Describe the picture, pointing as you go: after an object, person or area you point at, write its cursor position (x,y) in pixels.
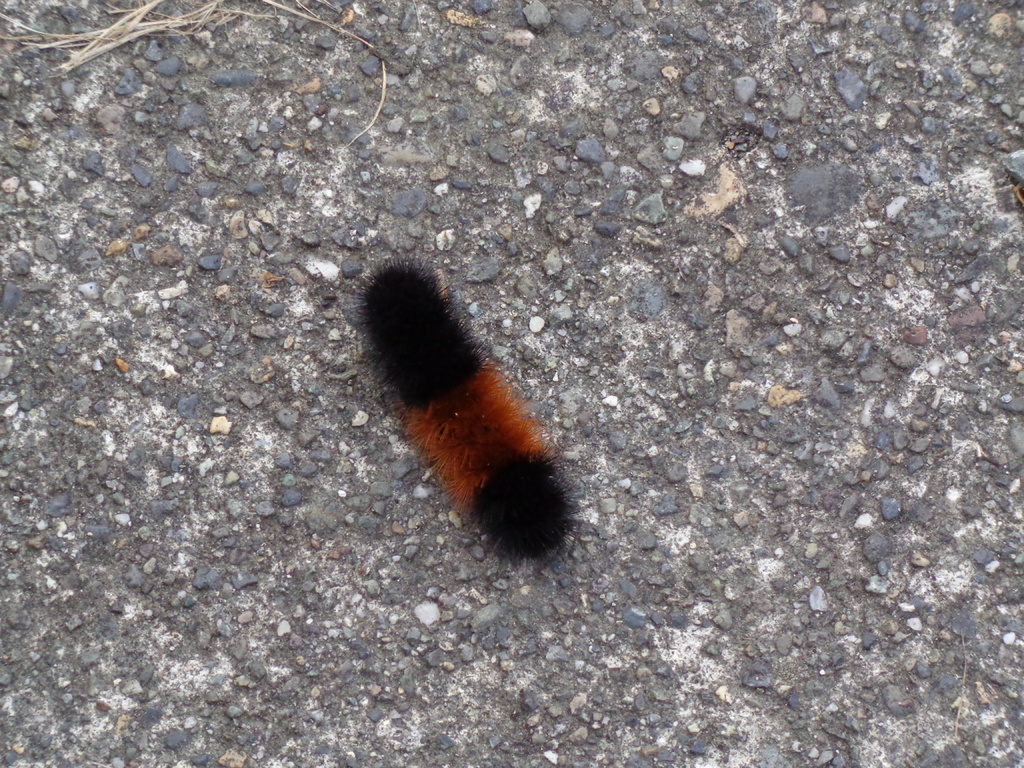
In the image there is a worm (455,400) on the road (466,571).
